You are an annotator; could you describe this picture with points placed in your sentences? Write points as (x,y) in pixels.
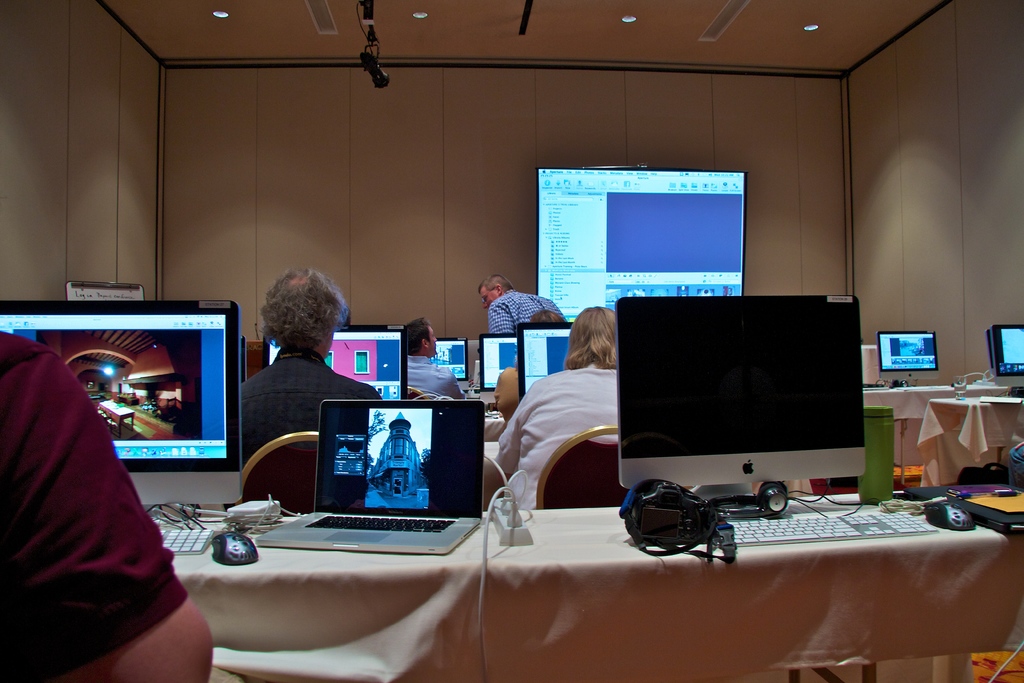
These persons (315,298) are sitting on the chair (308,434). there is a table (266,550). On the table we can see monitors (211,497), laptop (445,520), mouse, keyboard (198,539) and things (1009,516). This is screen (577,194). We can see wall (632,86). On the top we can see lights (814,27).
